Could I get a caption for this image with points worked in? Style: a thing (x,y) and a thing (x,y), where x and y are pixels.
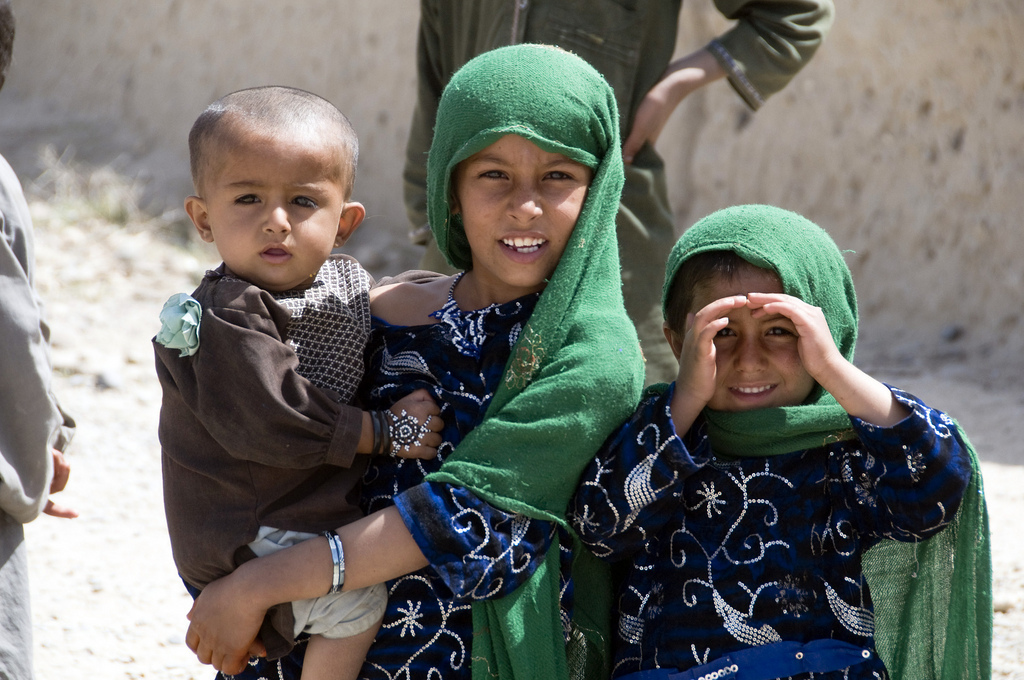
In this image, we can see kids (557,373) wearing clothes (511,90). In the background (795,180), image is blurred.
